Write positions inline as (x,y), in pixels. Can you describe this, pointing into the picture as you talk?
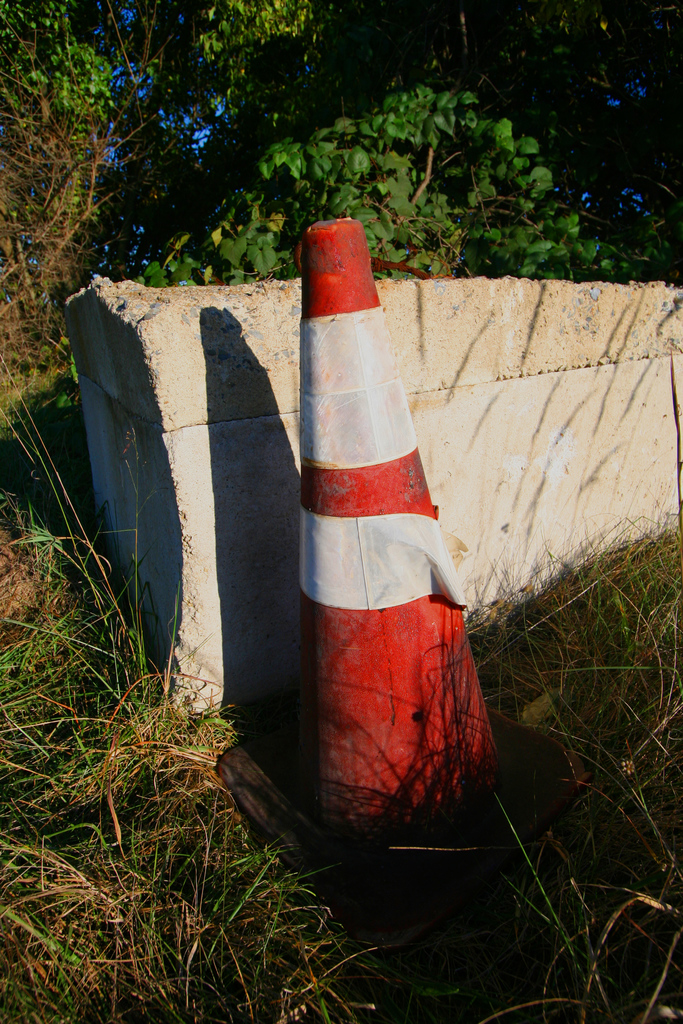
In this picture we can see the grass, stone (292,646), traffic cone (415,834) and in the background (264,176) we can see trees (401,166).
